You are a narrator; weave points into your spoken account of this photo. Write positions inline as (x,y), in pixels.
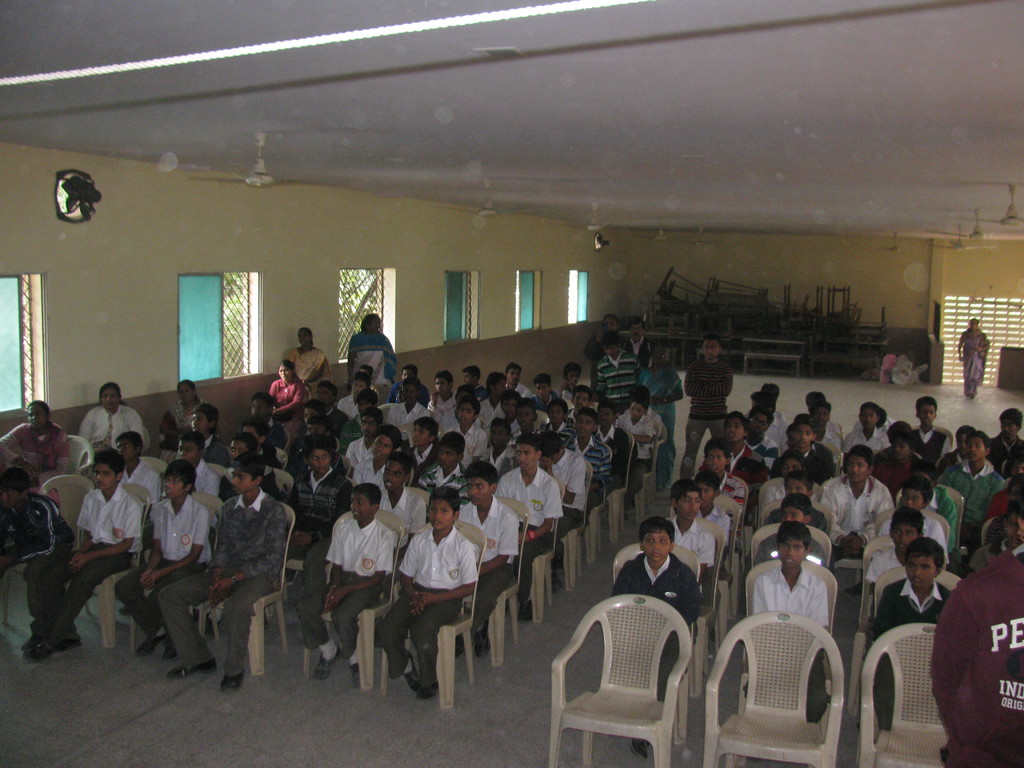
In this picture we can see some persons (529,541) are sitting on the chairs (609,702). This is the floor (222,732). On the background (856,355) we can see some benches (826,305). This is the wall (147,314). And these are the windows (228,328).
